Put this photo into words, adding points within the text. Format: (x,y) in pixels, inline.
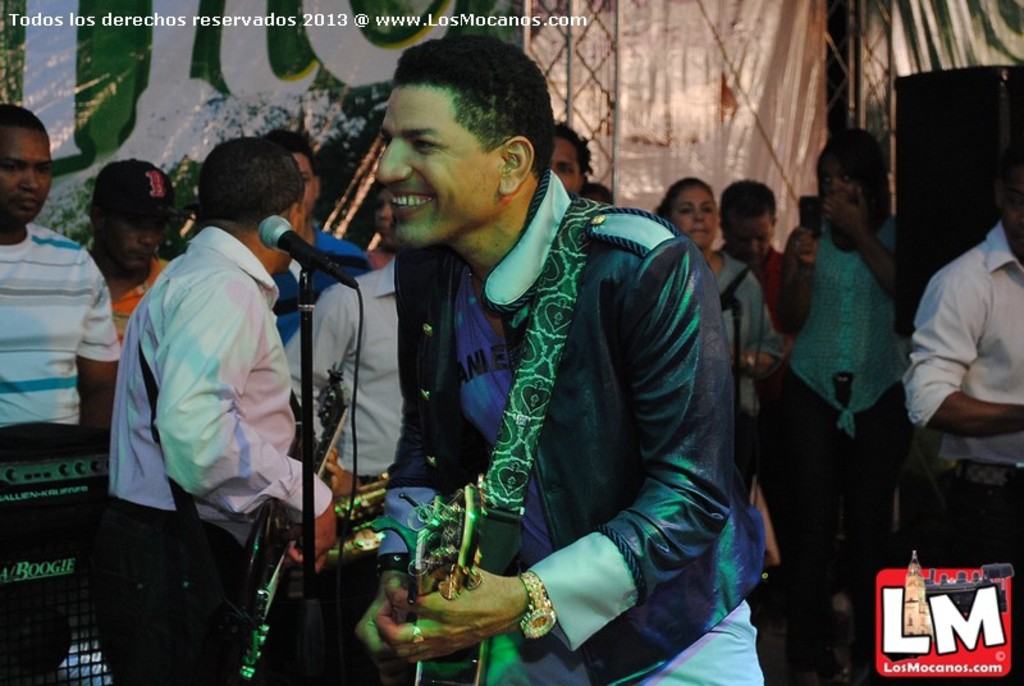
In this image I can see a person (466,432) near the mike (276,231). In the background (329,317), I can see some people (765,323). I can also see some text (121,77) written on the wall (358,41).
